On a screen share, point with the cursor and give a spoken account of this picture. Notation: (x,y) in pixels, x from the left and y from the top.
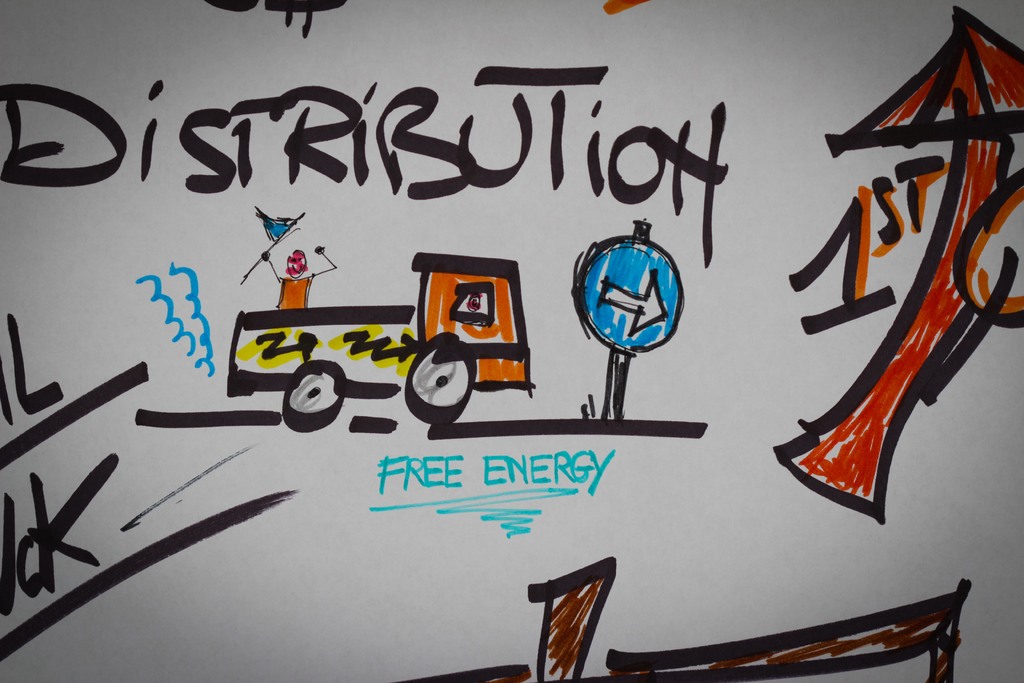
In this image we can see a sketch (630,349) of some pictures (575,431) and some text (523,460) on the surface (790,307).
